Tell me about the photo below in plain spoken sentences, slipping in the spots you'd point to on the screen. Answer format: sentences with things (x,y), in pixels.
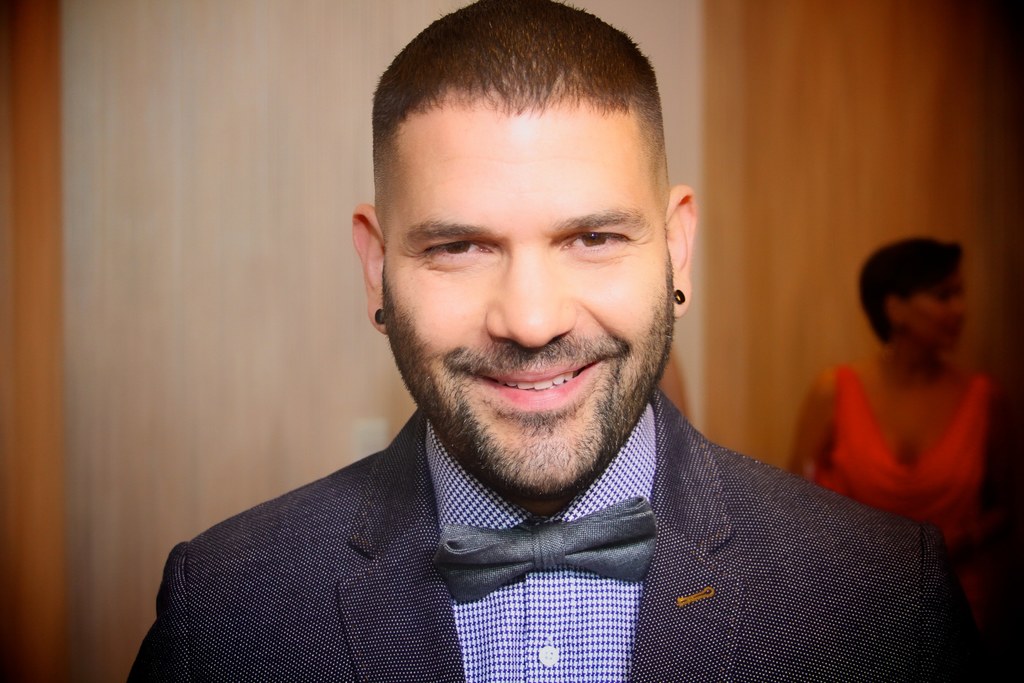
In front of the picture, we see the man (477,599) is wearing the blue shirt (476,619) and the black blazer (307,598). He is smiling and he might be posing for the photo. Behind him, we see a woman (804,407) in the red dress (874,480) is standing. In the background (761,224), we see a wall (182,201) in white and brown color. This picture is blurred in the background (171,328).
